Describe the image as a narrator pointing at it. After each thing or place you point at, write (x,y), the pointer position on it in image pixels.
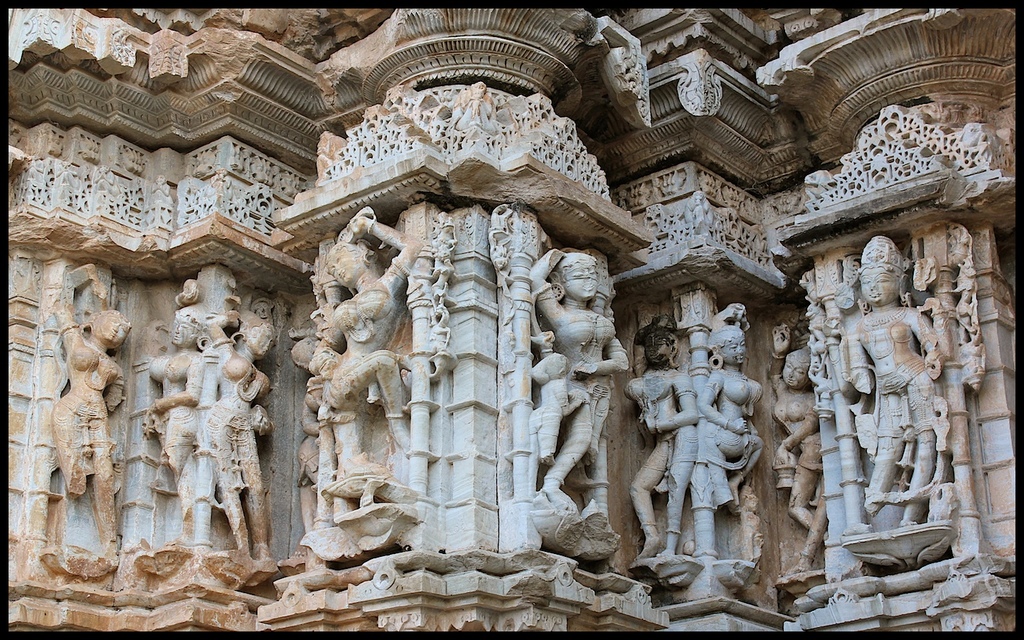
In this picture we can see statues (555,410) on wall (423,479).
